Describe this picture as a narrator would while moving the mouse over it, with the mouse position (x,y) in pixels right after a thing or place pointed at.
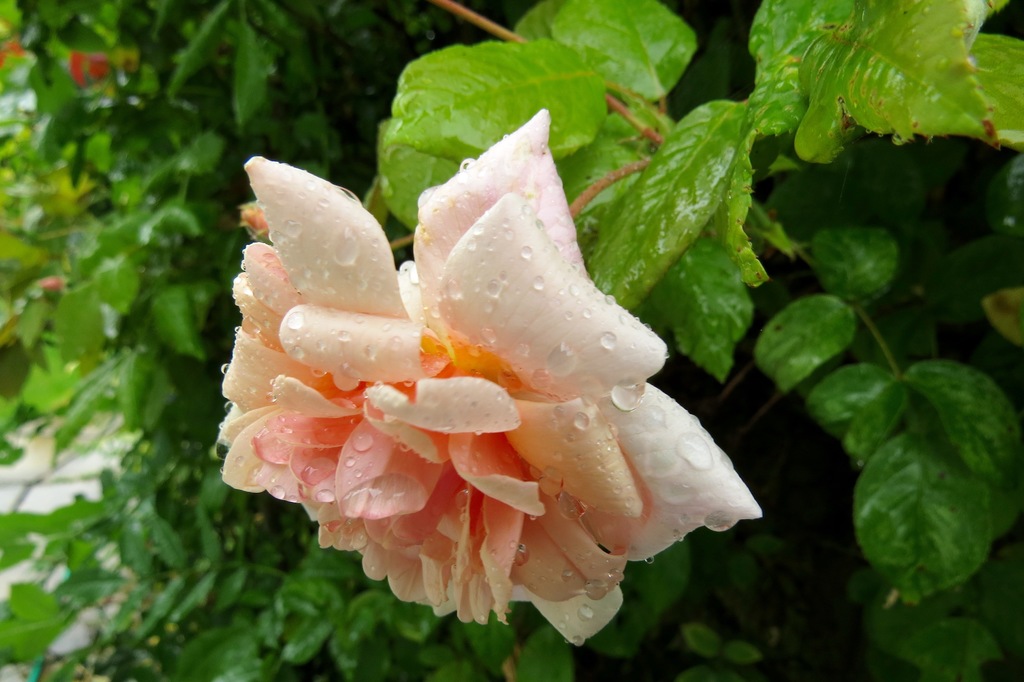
In the middle of the image (351,347) we can see a flower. Behind the flower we can see some plants (264,45).
